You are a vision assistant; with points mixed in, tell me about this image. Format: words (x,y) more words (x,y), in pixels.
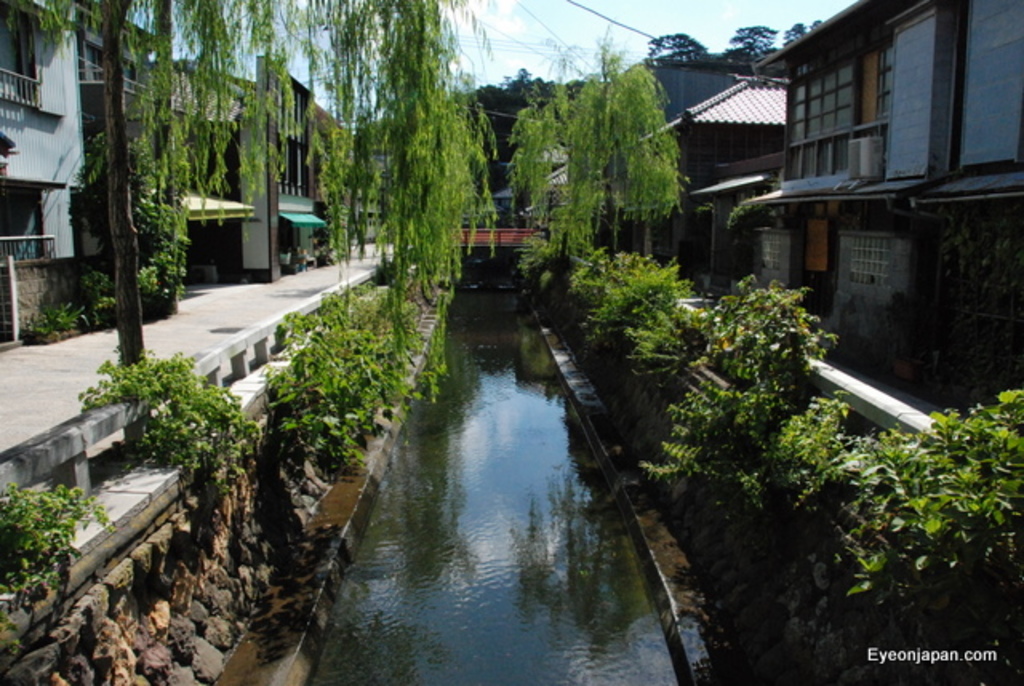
In the middle of the image (493,457) we can see water (536,517), beside the water (502,360) we can see few plants (688,461), trees (453,255) and buildings (305,239), in the bottom right hand corner (928,656) we can find some text (950,656).
